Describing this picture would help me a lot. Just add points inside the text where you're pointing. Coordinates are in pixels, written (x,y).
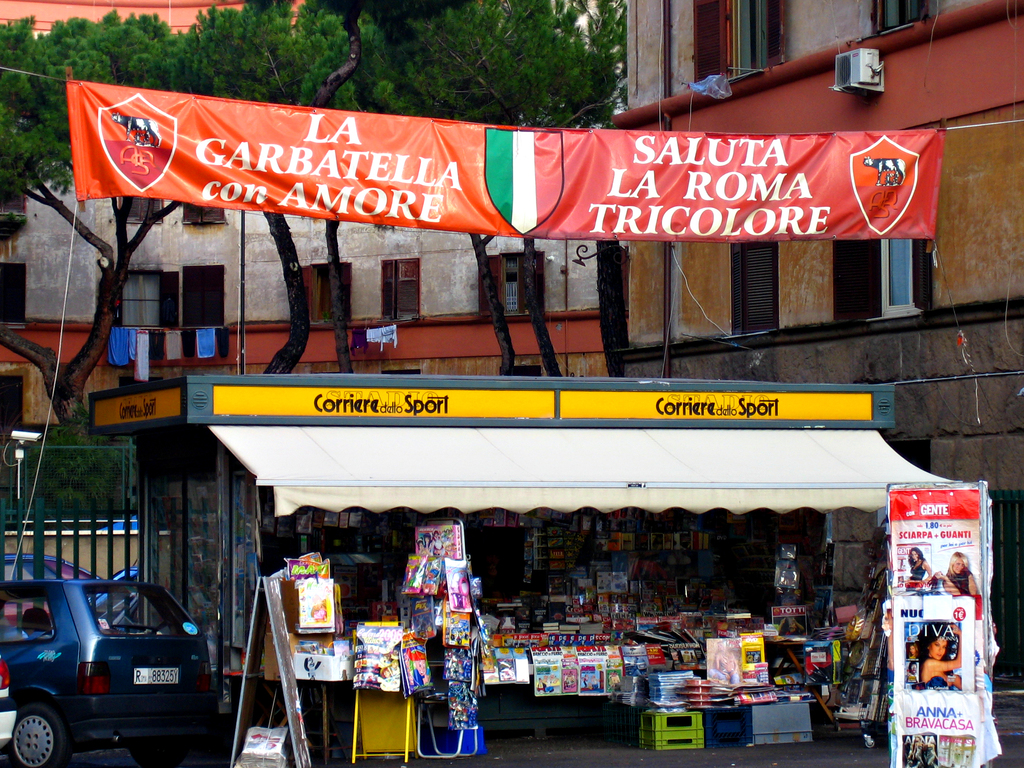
In this image we can see buildings (29,9), trees (89,34), fence (17,526), vehicles (61,613), banner (529,186) with some text (429,197) and we can also see a shop (472,393) with some text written on it.
